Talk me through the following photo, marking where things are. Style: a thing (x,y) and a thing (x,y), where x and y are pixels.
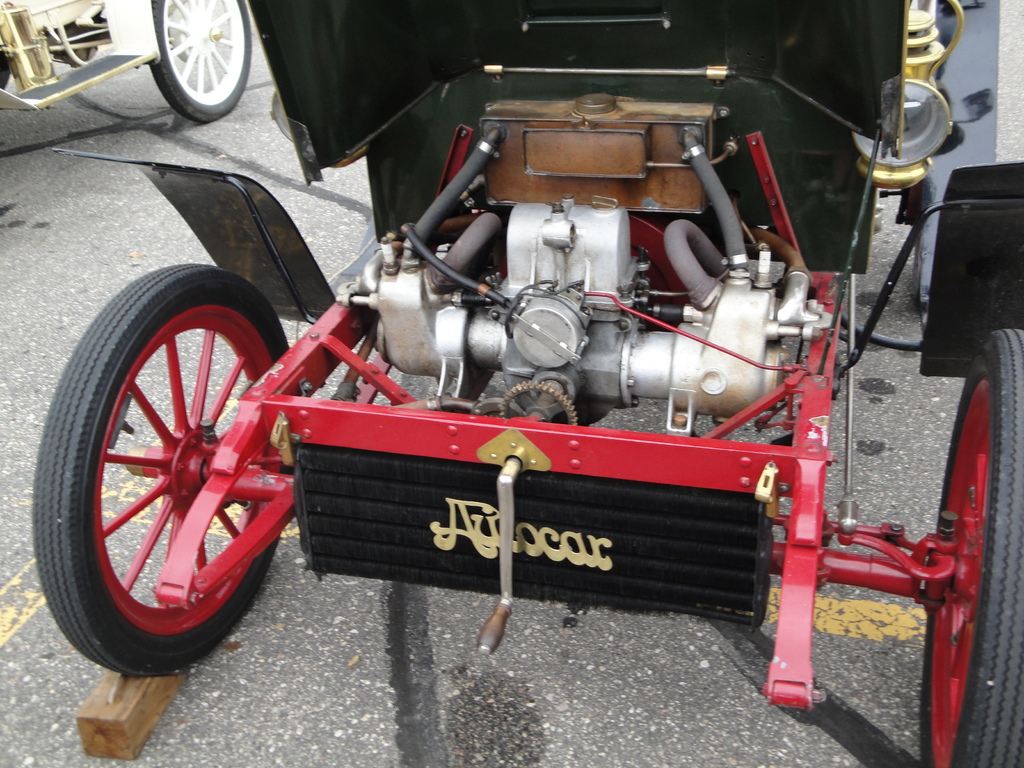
In the center of this picture (378,407) we can see a vehicle (888,589) parked on the ground (390,607) and we can see the engine (563,322) and some other parts (663,269) of the vehicle (675,236) and we can see the text (590,546) on the vehicle (574,452) and a wooden object (122,709) placed on the ground (298,692). On the left (169,32) we can see another vehicle (150,30).
